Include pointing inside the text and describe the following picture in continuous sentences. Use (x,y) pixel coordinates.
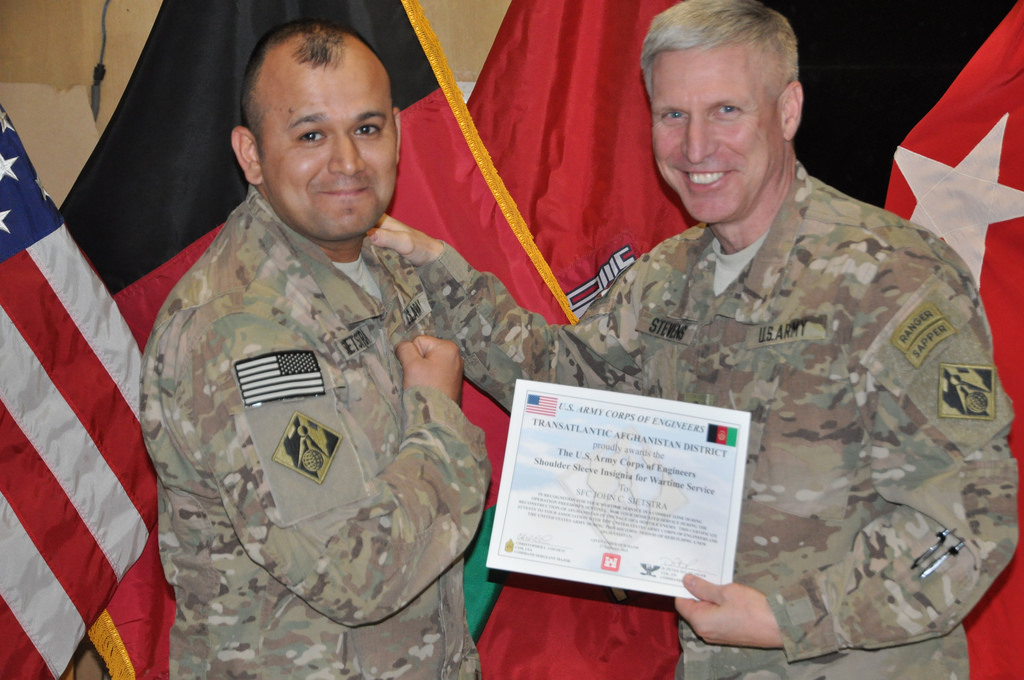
This picture seems to be clicked inside. On the right (714,321) there is a person (714,292) wearing uniform (714,298), smiling, holding a white color paper (665,404) and standing and we can see the text (656,443) on the paper (641,463). On the left (313,114) there is a man (333,277) wearing uniform (322,305), smiling and standing. In the background (99,12) we can see the wall (82,30), cable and the flags (460,164).
